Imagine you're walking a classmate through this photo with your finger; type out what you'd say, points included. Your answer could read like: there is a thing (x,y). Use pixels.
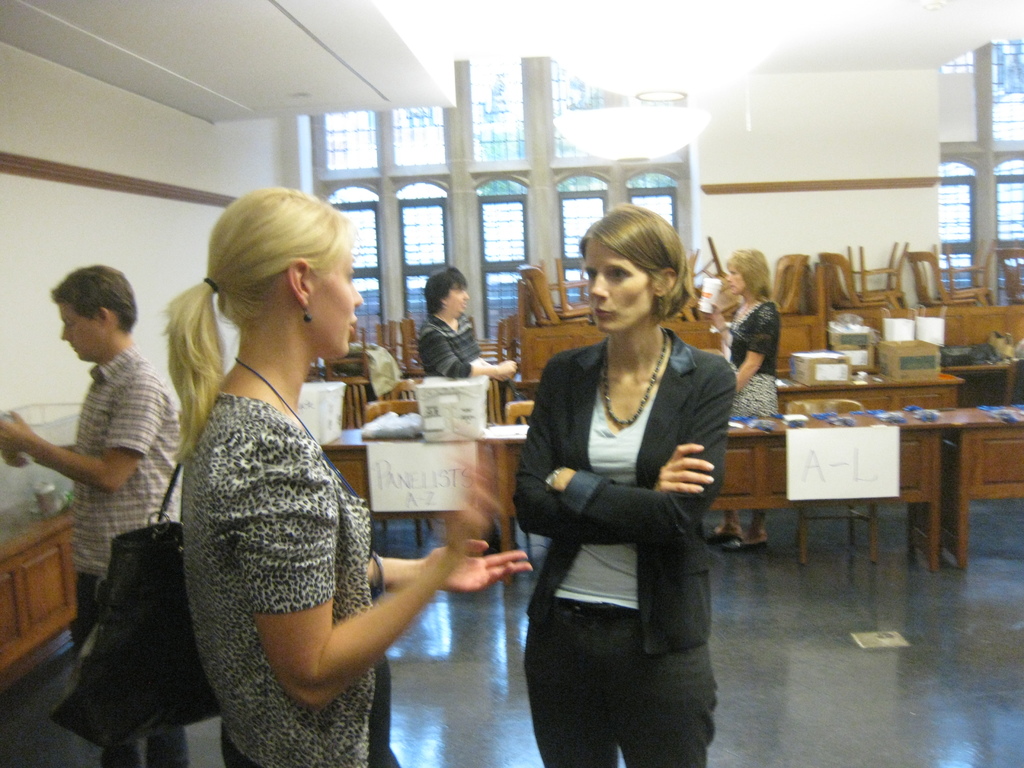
In this picture I can see there are two women (602,743) standing and they are speaking with each other and the woman (319,538) on to left (108,688) is wearing a handbag (159,699). In the backdrop (156,447) there is a man (106,461) holding a object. I can see there are two other women (447,299) standing behind the bench (790,503) and there are few objects (499,435) placed on the bench (778,441) and they are labelled.
